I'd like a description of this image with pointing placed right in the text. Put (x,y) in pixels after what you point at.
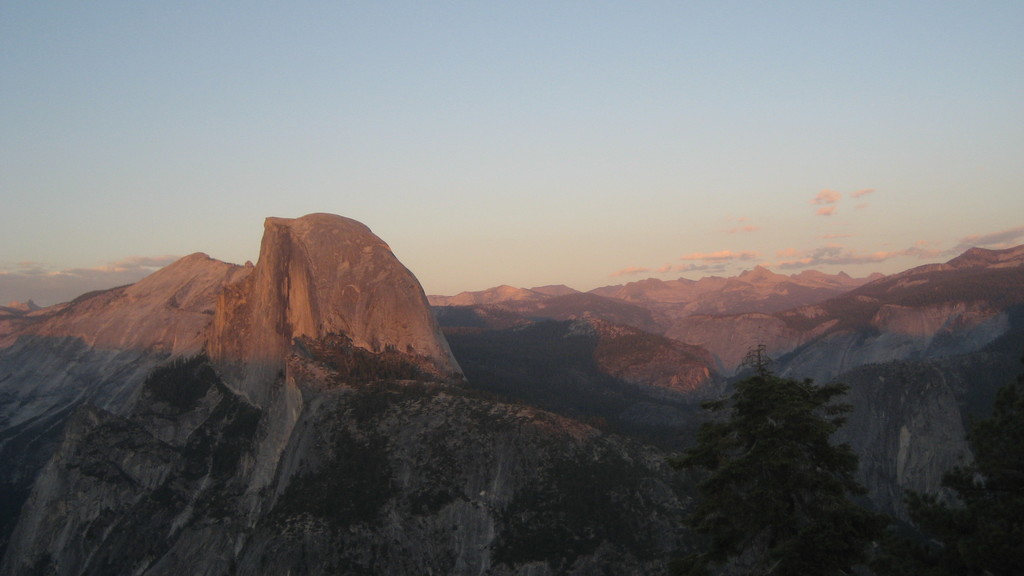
In this image we can see the mountains (469,502), some trees (978,514) on the ground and at the top (876,186) there is the cloudy sky (334,140).
